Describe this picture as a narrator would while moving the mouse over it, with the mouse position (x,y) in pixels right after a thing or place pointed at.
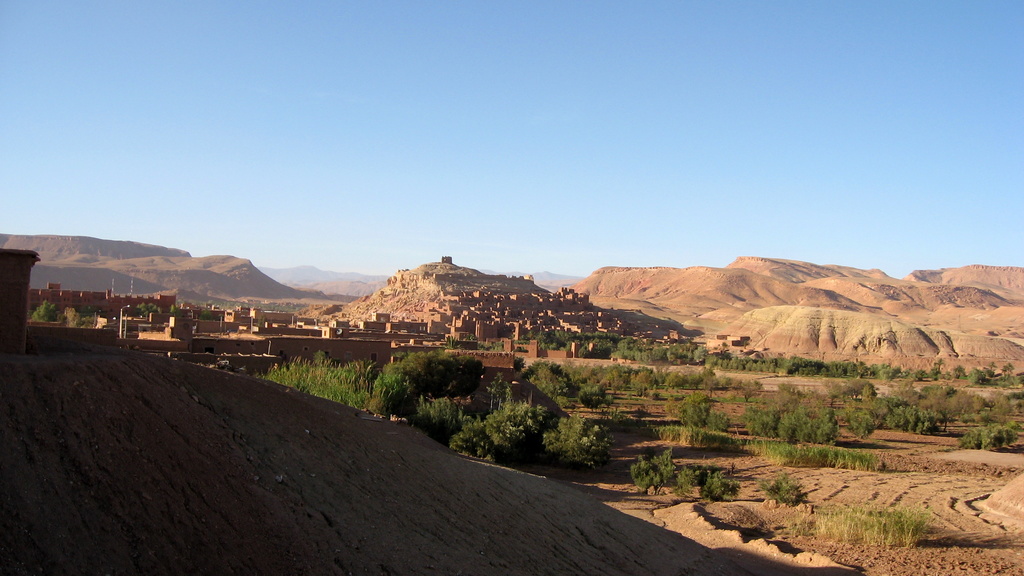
In this picture there are houses (329,356) and greenery (172,312) in the center of the image (419,362) and there is muddy texture (13,416) in the image.
